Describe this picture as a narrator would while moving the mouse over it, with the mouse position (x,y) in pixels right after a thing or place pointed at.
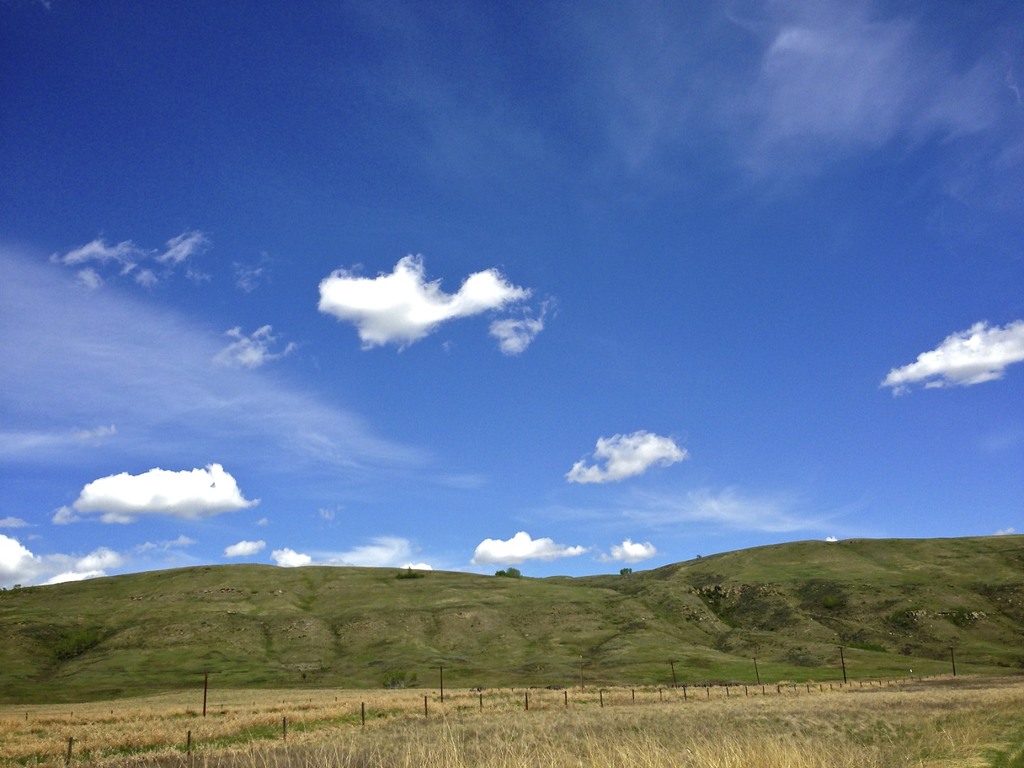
In the picture I can see the hills (944,634). I can see the grass (38,727) at the bottom of the image (991,754). There are clouds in the sky (597,255).
